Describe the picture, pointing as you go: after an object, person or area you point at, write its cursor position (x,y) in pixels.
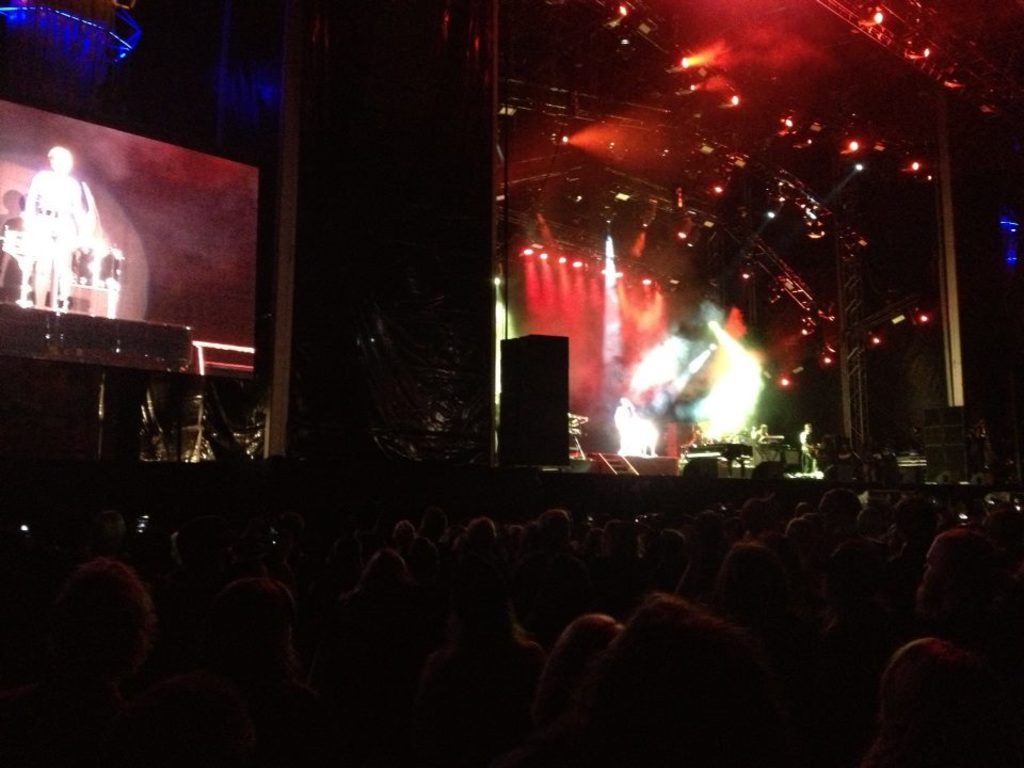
The picture is taken during a concert. In the foreground of the picture (113,573) there are people (374,541) standing. On the left (12,143) there is a screen (105,290). In the center of the background (632,424) there are people (623,439), speakers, light (686,231), musical instruments (746,450) and many other objects (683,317).
